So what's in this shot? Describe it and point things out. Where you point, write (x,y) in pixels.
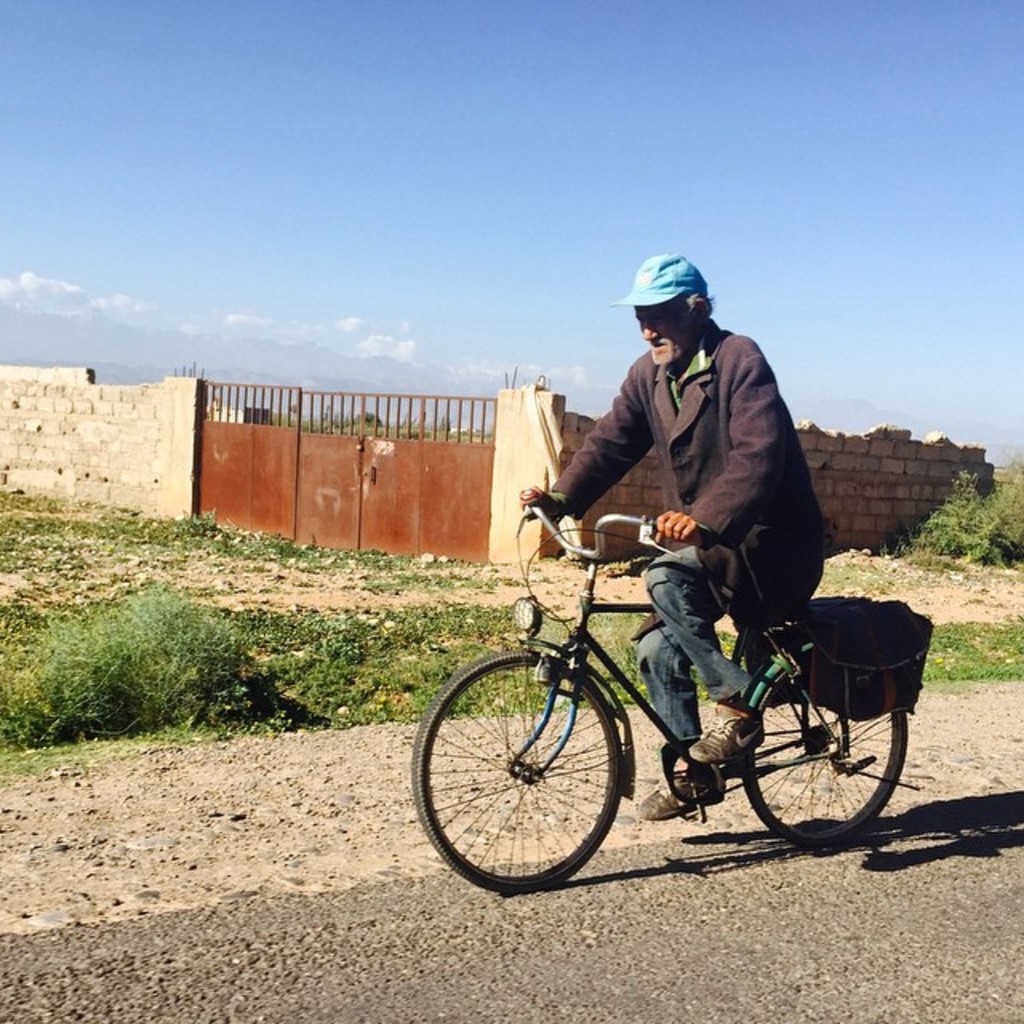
This picture is of outside. In the foreground (879,768) we can see a man (706,330) riding a bicycle (575,690) on the ground (349,885) and there is a metal Gate (318,465) and some plants (187,608). In the background (265,81) we can see the sky (320,132) and some clouds (119,309).
